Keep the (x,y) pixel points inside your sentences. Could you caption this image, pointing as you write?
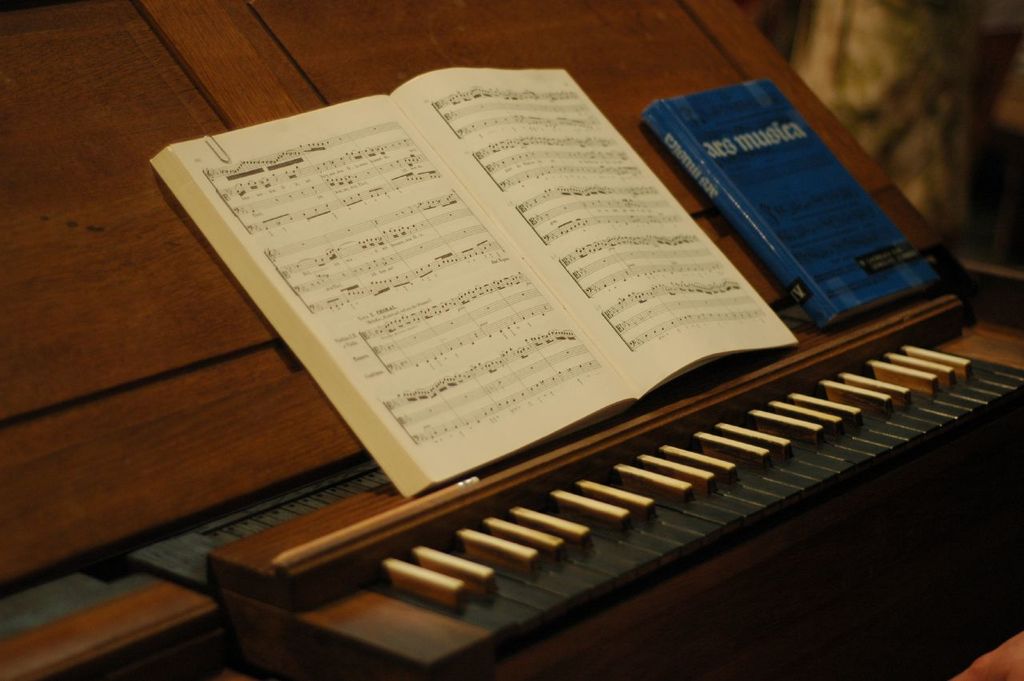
In this picture placed on the top of a piano (290,427) and a blue color book (861,270) is to the right of the image (821,173).
